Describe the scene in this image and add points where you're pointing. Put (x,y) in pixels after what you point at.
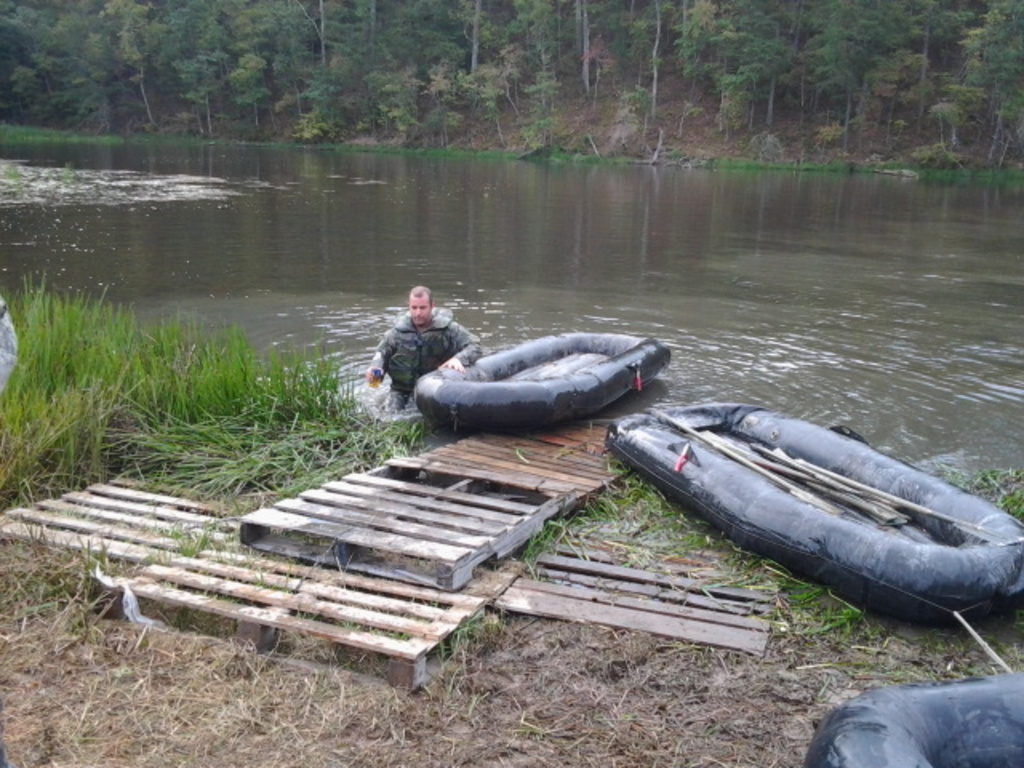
In this image I can see few tube boats (479,366) and I can see few wooden objects (454,560). In the background (16,30) I can see the person (448,361) in the water (400,255) and few trees (492,101) and grass (106,396) in green color.
